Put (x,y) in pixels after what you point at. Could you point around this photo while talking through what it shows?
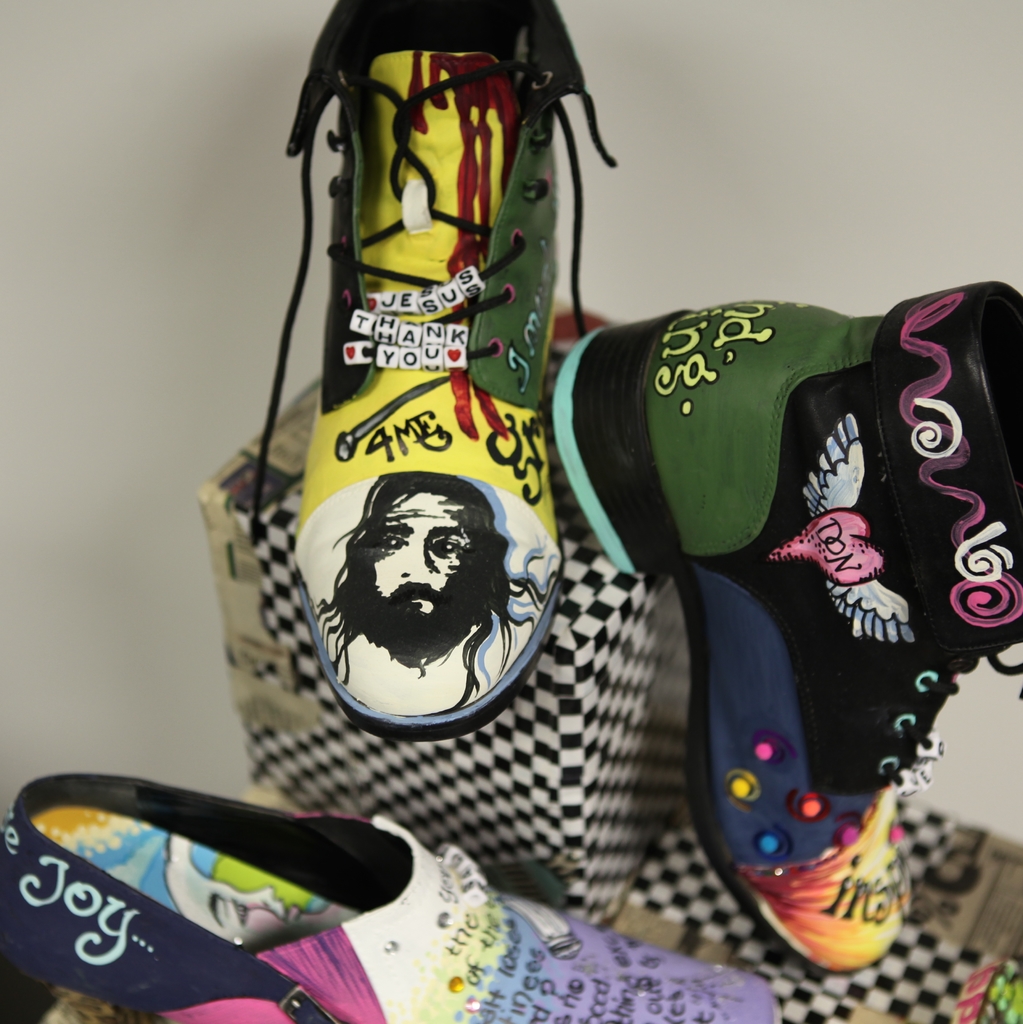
In this picture we can see the different type of shoes (1006,409) which are kept on the carton boxes (591,673). Beside that we can see the wall (805,90).
